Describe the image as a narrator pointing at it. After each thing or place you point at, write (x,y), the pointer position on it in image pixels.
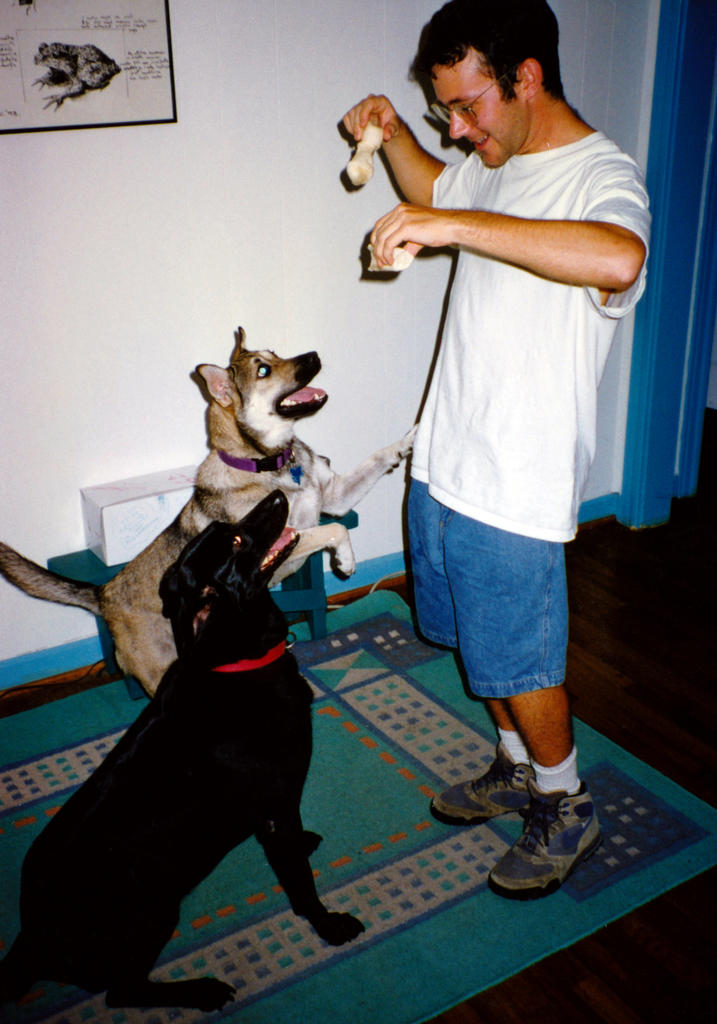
In this image we can see two dogs (228,570). A person (485,378) is holding some objects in his hand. There is a stool (83,564) and an object (117,541) placed on it. There is a mat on the floor (695,595). There is a door (692,375) in the image. There is an object (93,74) on the wall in the image.
